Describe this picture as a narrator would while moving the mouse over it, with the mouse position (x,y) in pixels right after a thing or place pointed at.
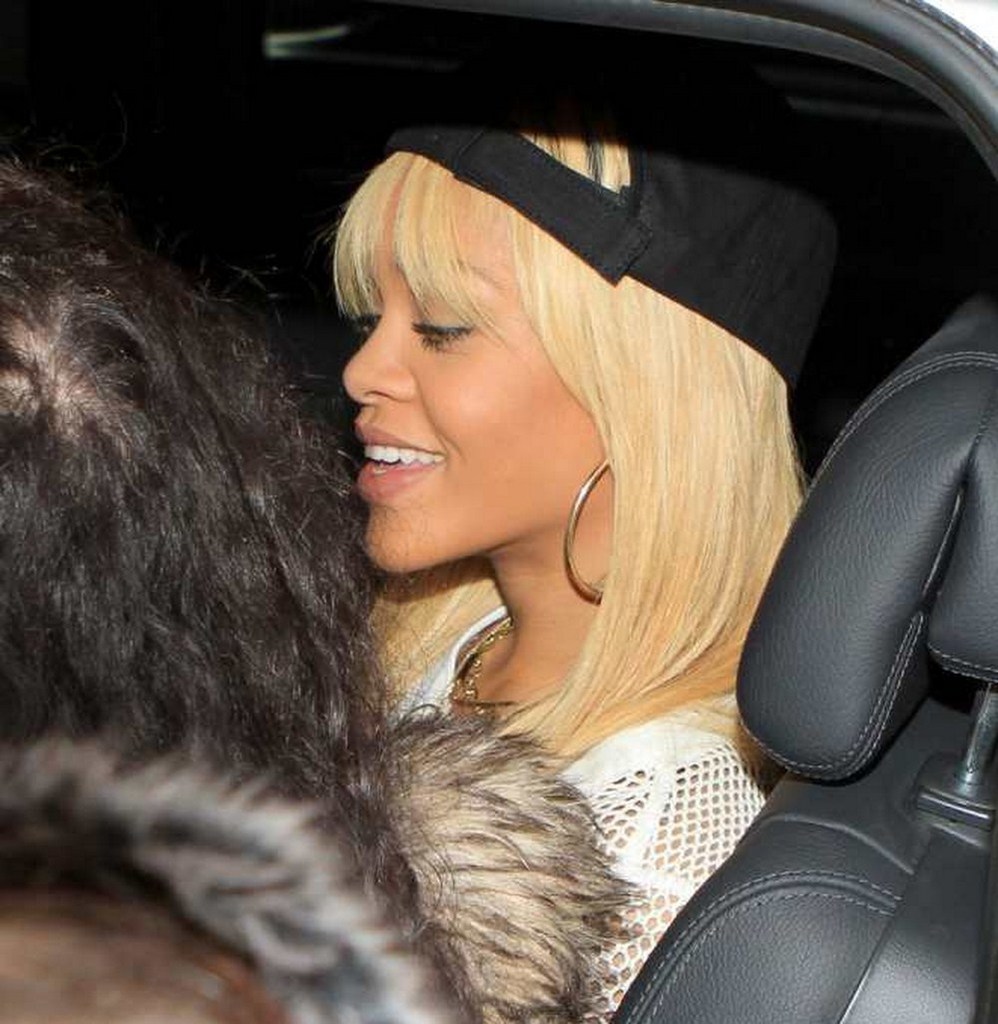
There is a woman (663,558) wearing black hat (690,223) is sitting in the car (793,671) and there is another person (347,663) sitting beside her.
